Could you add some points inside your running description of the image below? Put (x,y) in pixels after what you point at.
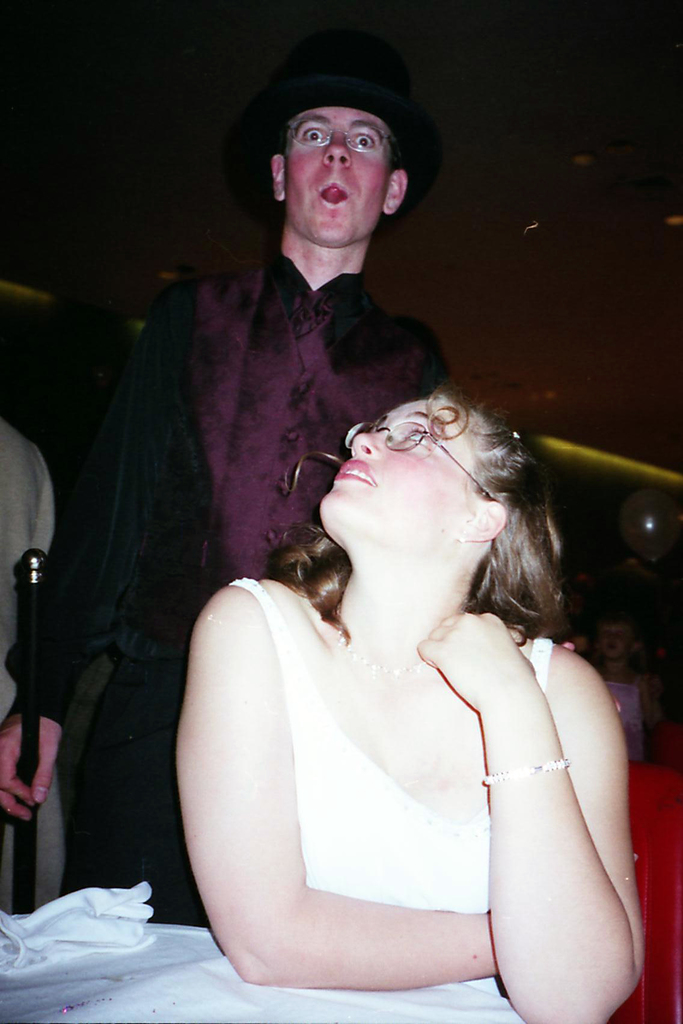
In this picture we can see people (379,665), here we can see a stick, clothes (135,448) and some objects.
